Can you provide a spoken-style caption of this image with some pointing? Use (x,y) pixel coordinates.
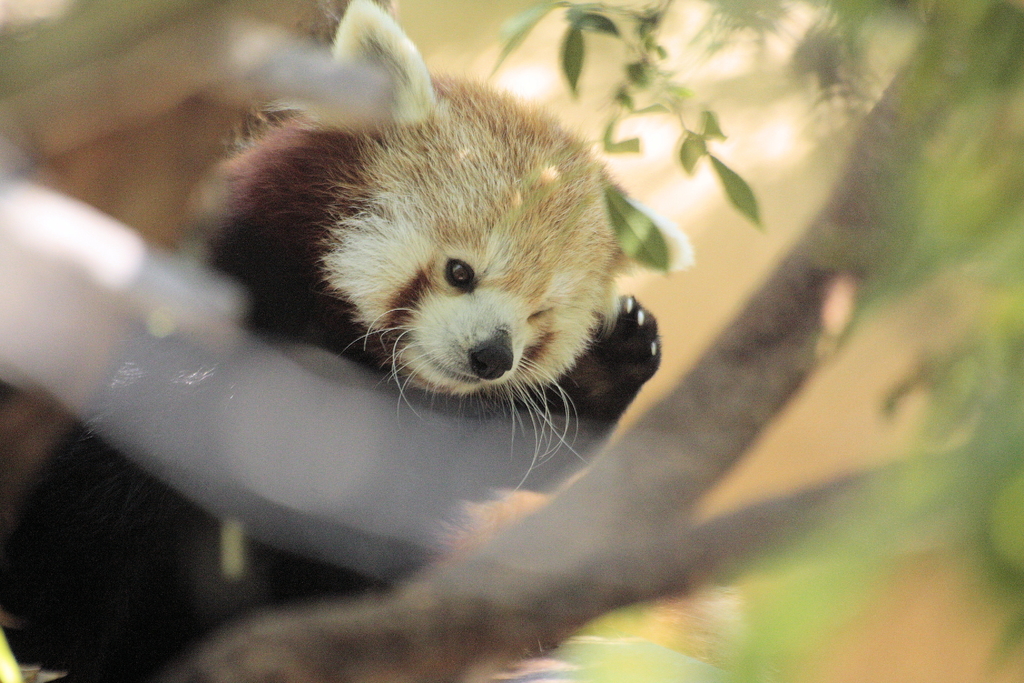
In this image, we can see a blur view. Here we can see a red panda (522,203), tree branches (727,421) and leaves (962,146).
